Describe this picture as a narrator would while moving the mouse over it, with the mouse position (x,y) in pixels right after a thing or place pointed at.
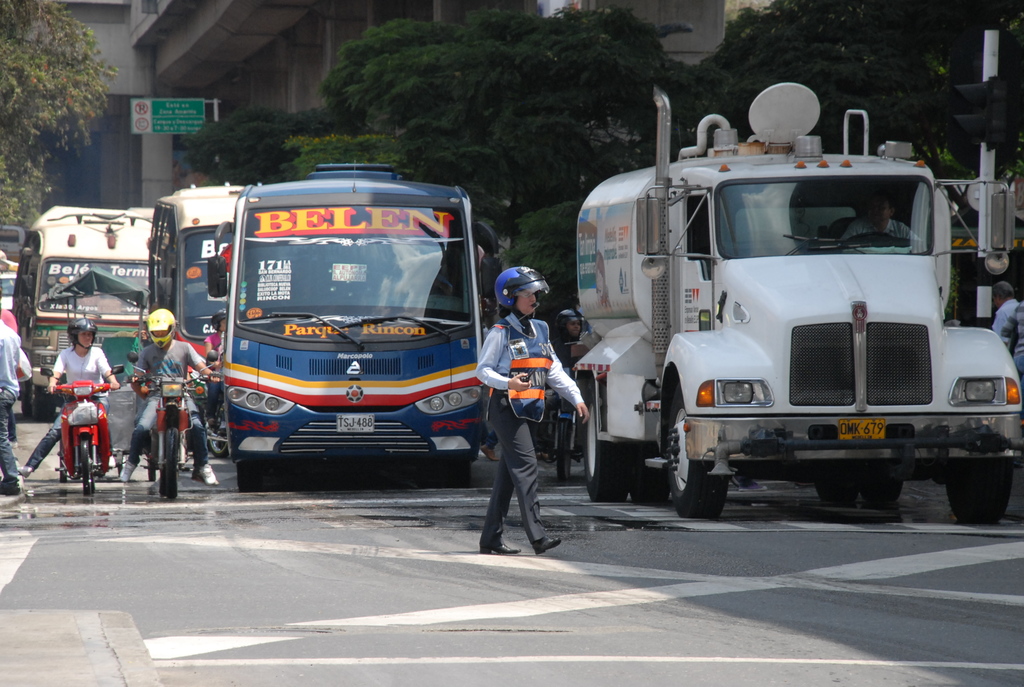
Here in this picture we can see a truck (594,338) and number of buses (276,360) present on the road (396,499) over there and in the front (532,362) we can see a woman (537,382) walking on the road (551,512) with helmet (532,291) and apron (531,347) on her and we can also see people (140,388) sitting on motor bike (86,396) present over there with helmets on them and behind them we can see trees (86,119) present all over there and we can see sign boards (202,122) also present over there.
